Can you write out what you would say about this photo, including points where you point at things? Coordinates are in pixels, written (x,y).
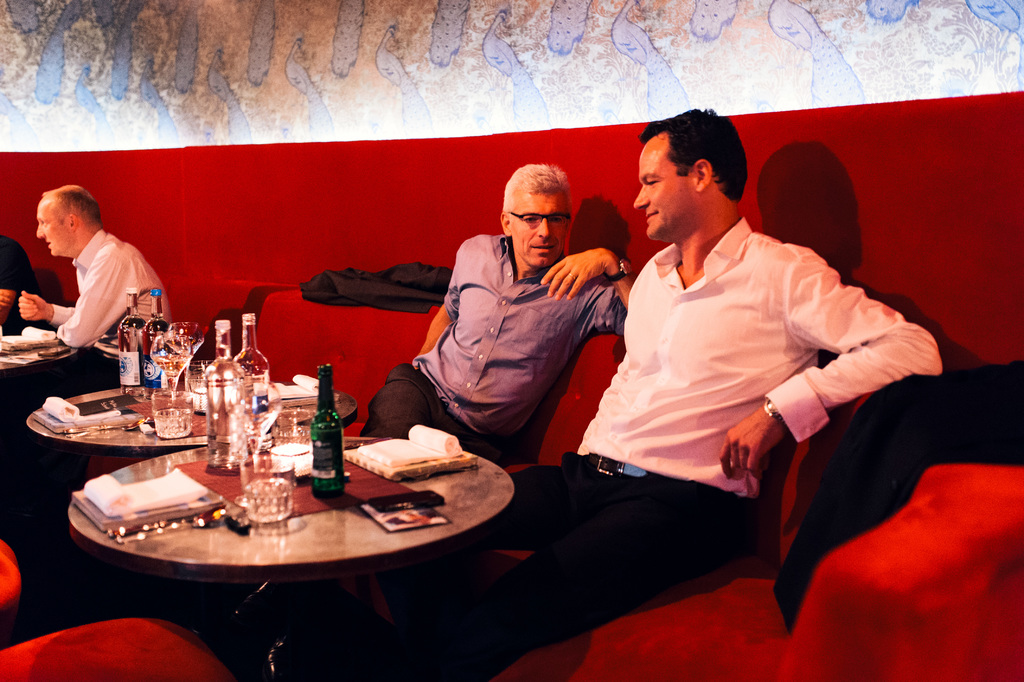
In this image i can see there are persons (145,274) sitting on the sofa set (380,327), in front of them there is table (192,544), on the table (218,544) there is bottle (319,430), books (417,468), glass (258,487) contain a drink (254,506) kept on the table (244,546).
